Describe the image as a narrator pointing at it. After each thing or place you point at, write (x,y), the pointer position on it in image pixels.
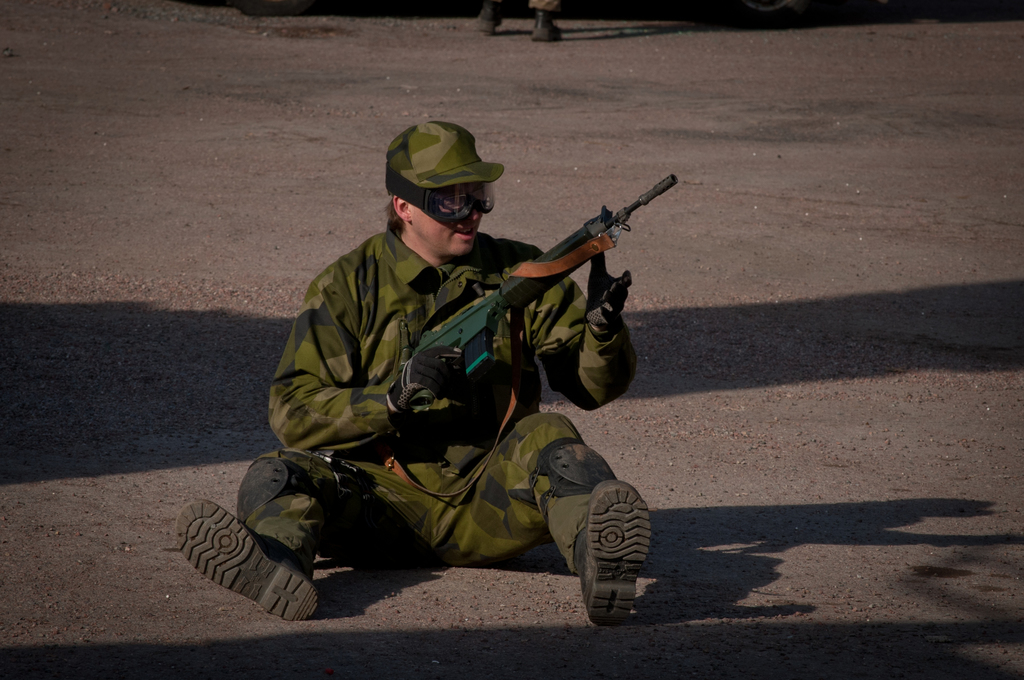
In this image we can see a person (378,503) sitting on a road (529,191). He is wearing gloves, goggles (458,207) and cap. And he is holding a gun (579,240).
